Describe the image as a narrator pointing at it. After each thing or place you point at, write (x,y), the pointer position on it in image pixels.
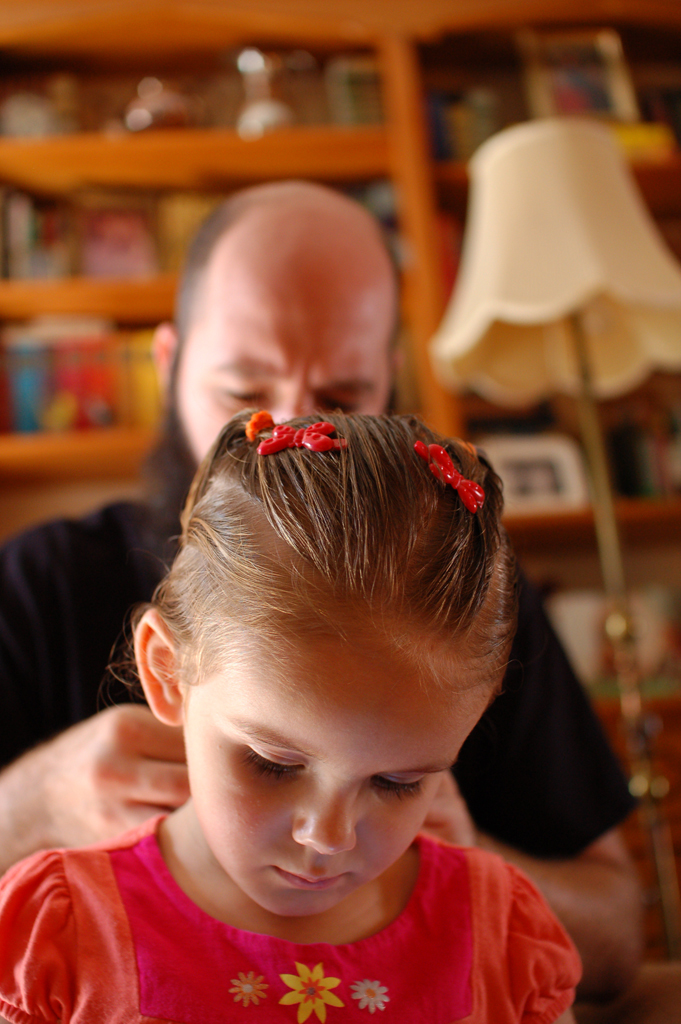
In this image we can see a girl (324,869). Behind the girl (331,900) there is a person (28,645). In the background (575,334) there is a lamp (536,348). Also there is a cupboard (148,185) with some items (149,229). And it is blurry in the background (328,155).
